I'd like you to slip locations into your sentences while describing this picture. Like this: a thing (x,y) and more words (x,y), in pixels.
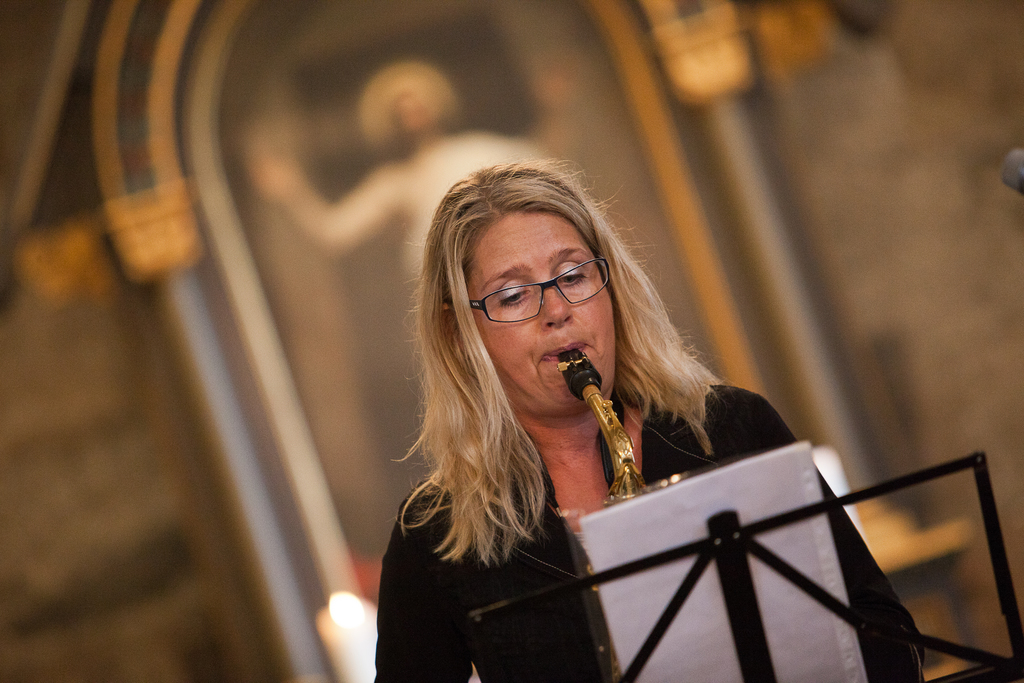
There is a woman (428,556) playing musical instrument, in front of this woman (551,435) we can see object (757,499) on stand (825,505). Background (894,220) it is blur.
